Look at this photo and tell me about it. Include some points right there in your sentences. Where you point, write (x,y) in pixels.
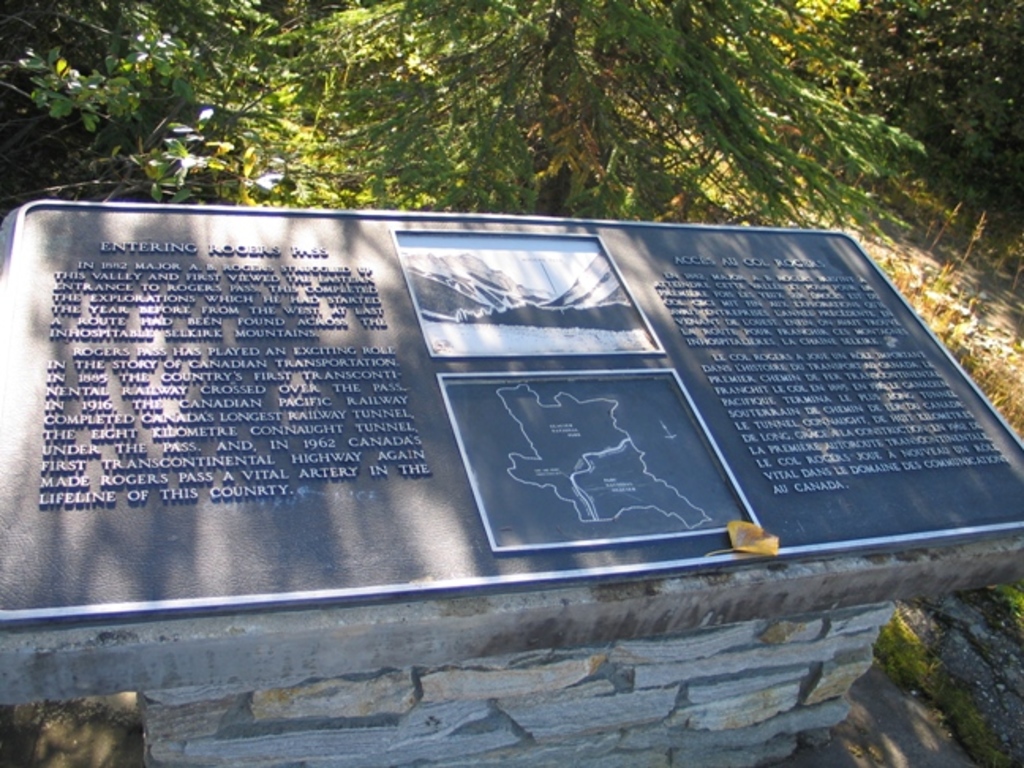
In this image in the front (602,552) there is a wall (573,699) and on the wall (601,584) there is a board (560,477) with some text (765,437) written on it. In the background (653,100) there are trees (767,95).
